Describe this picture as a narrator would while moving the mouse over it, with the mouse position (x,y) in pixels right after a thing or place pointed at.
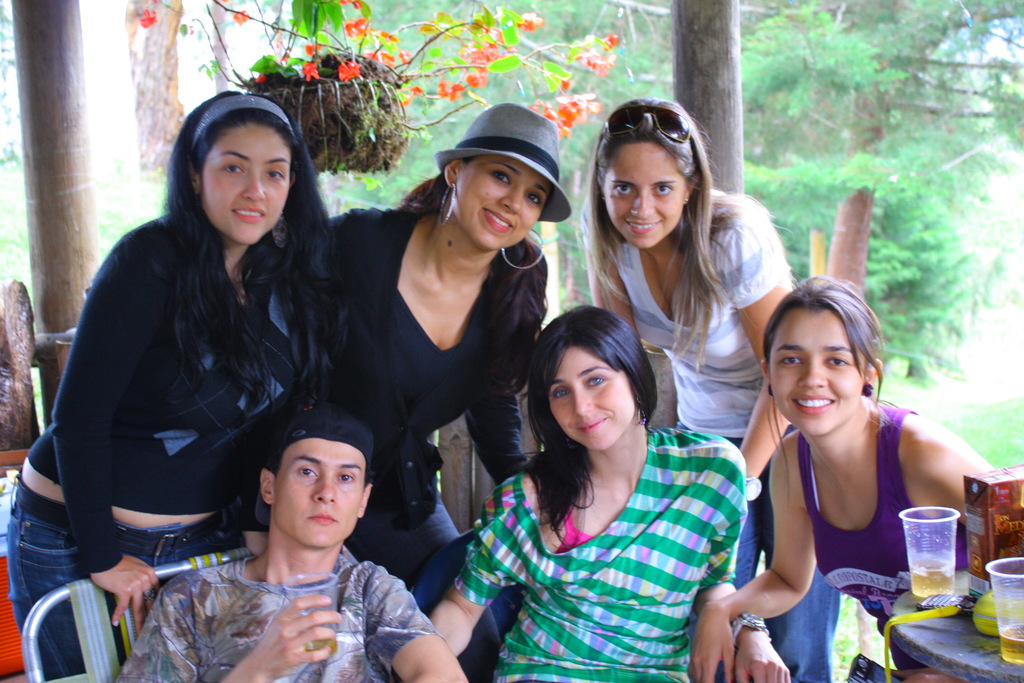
To the left side of the image (335,519) there is a person (282,574) sitting on a chair (88,640) and holding a glass (305,610). Beside him there is a lady (537,614) sitting on a chair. Behind them there are people (327,294) standing. To the right side of the image (899,599) there is a table (910,632) on which there are glasses (919,548) and other objects (972,560). In the background of the image (781,68) there are trees (927,56).
